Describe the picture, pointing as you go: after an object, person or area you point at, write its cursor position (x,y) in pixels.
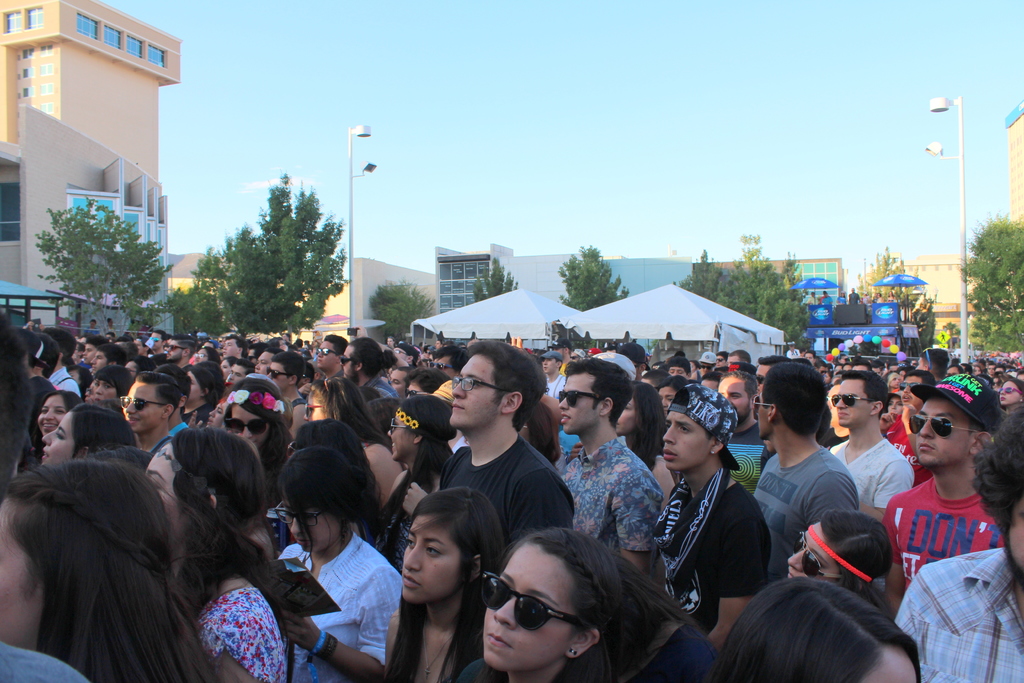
In this image in the middle (496,421), there is a man (515,493), he wears a black t shirt (503,502), he is standing and there are many people (376,487). In the middle (497,295) there are trees (784,312), tents (680,328), umbrellas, some people (842,296), street lights (955,105), poles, buildings (382,268) and sky (536,147).
